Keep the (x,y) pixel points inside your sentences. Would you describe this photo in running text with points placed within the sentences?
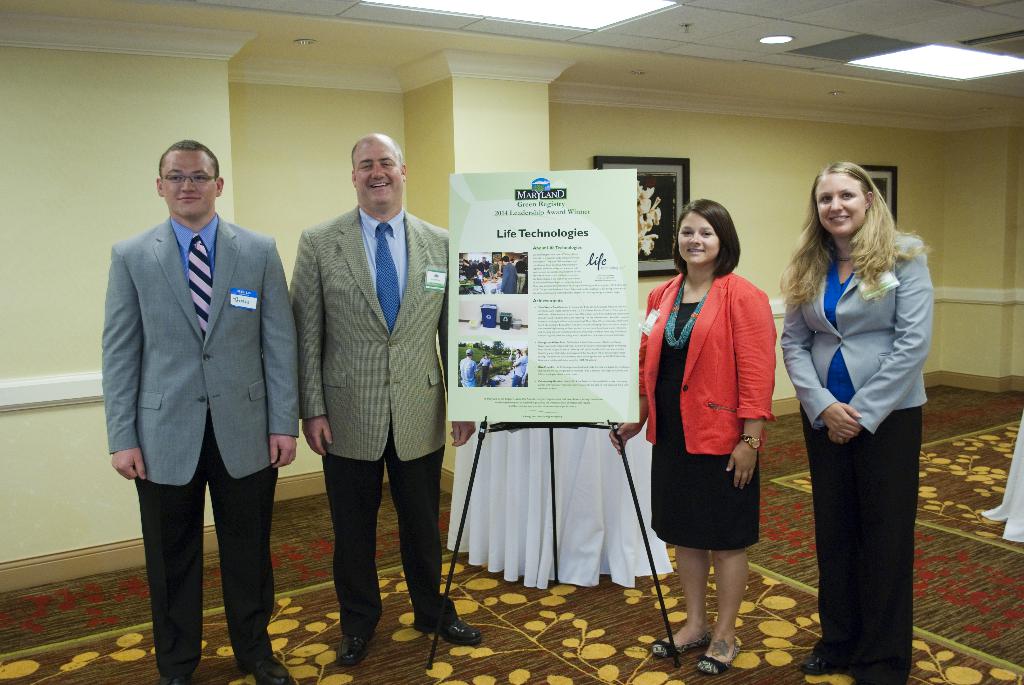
On the left side (201,309), we see two men (178,281) in the blazer (315,322) are standing. They are smiling and they are posing for the photo. On the right side (828,234), we see two women (838,290) are standing. They are smiling and they are posing for the photo. In the middle (498,286), we see a stand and a board (629,353) with some text (580,289) written on it. Behind that, we see a sheet (493,464) in white color. In the background (316,104), we see a wall (490,154) on which the photo frames (663,167) are placed. At the bottom (611,623), we see a carpet (942,623) in brown color. At the top (374,10), we see the lights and the ceiling (653,70) of the room (712,70).
